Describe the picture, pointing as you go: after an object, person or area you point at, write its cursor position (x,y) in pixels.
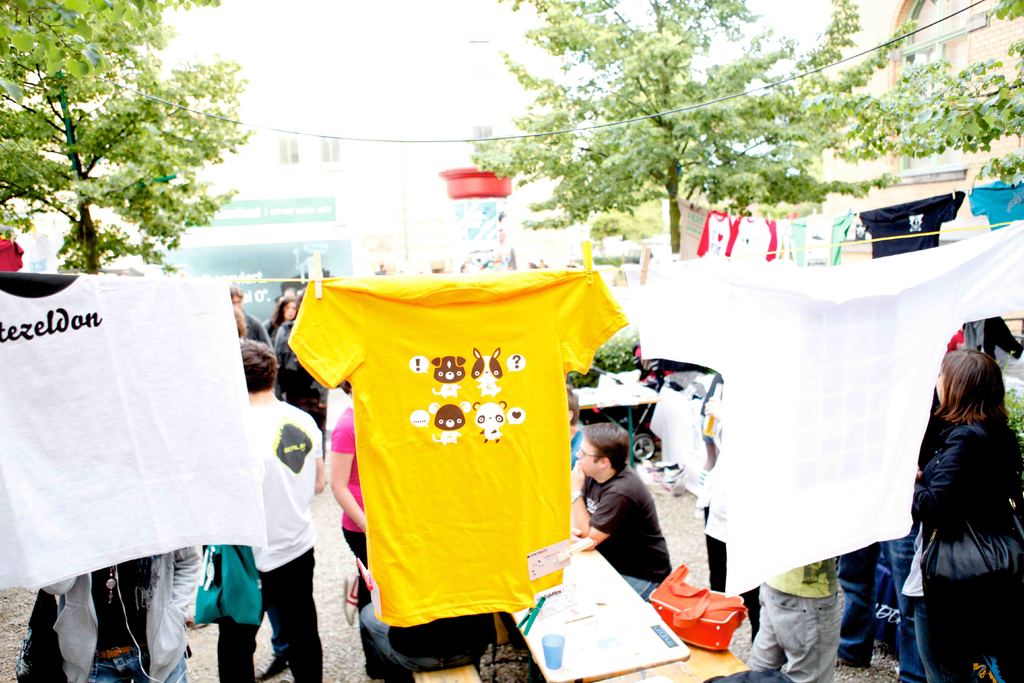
In the image there are shirts (224,469) hanging to the rope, behind it there are many people (719,520) standing and sitting, there is a table (579,615) with glass (559,664), papers (565,608), bag (685,636) above it and in the background (694,183) there are trees (679,116) with buildings (158,270) behind it.
